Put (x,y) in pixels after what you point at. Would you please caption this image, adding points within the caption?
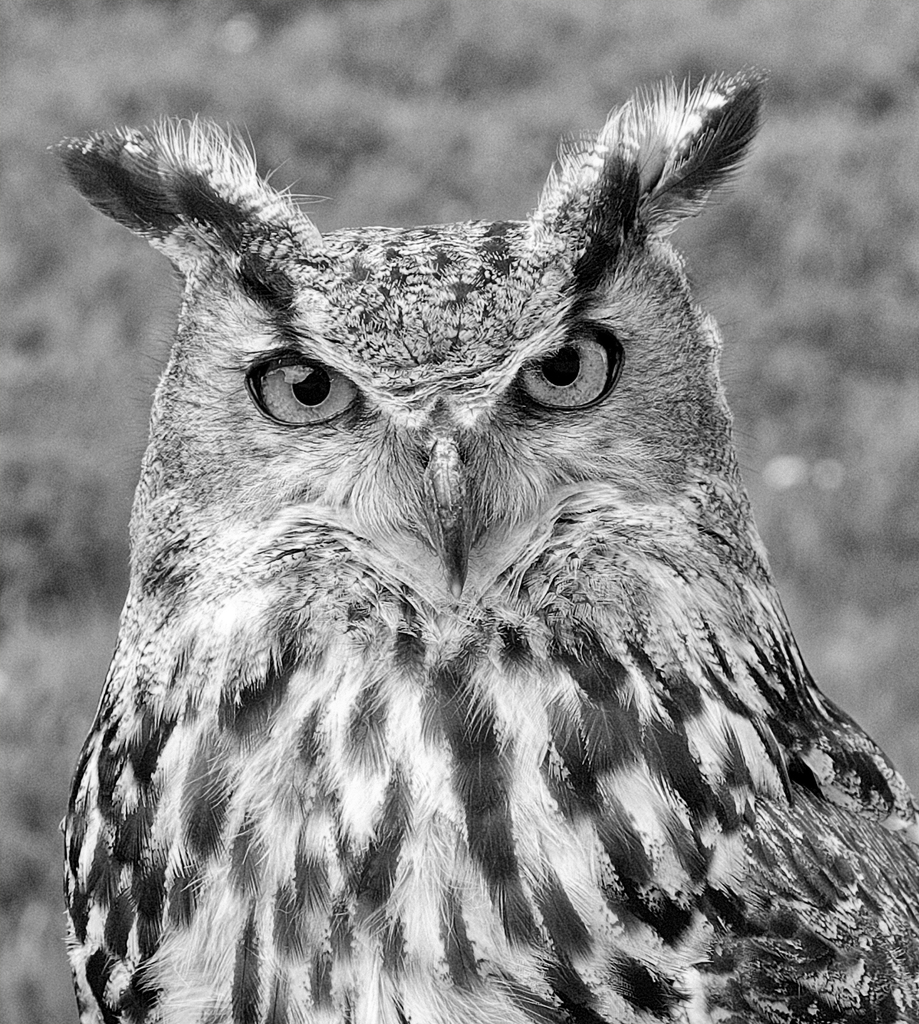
In the picture I can see owl (168,445).
